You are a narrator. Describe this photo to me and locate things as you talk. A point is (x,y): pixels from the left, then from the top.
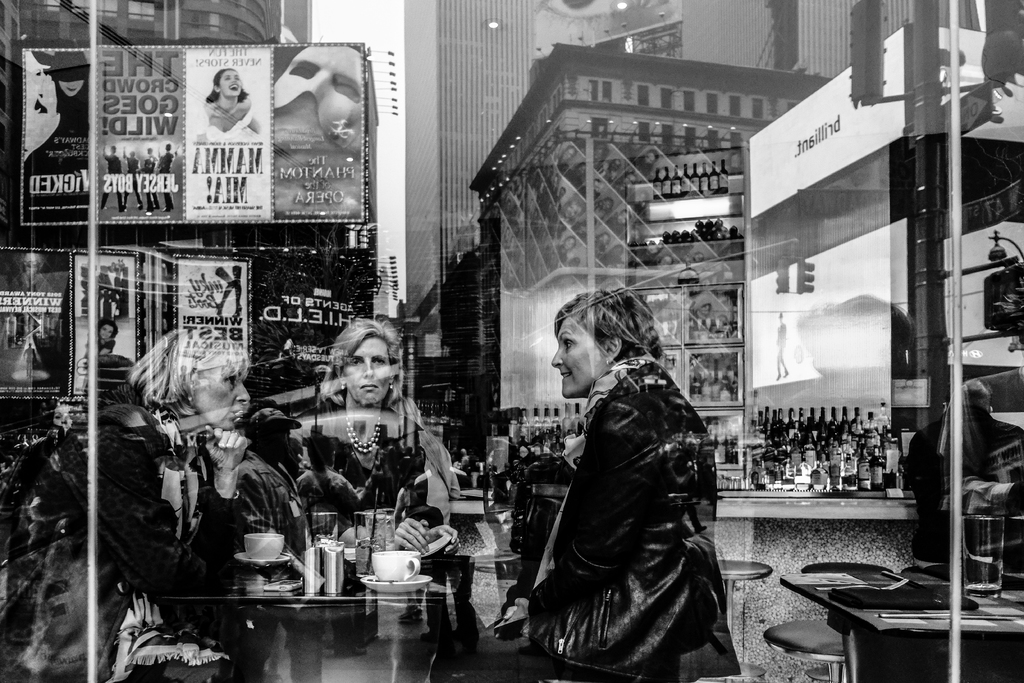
In the image we can see three persons (239,410) were sitting on the chair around the table (412,597). On table (230,595) we can see cup (378,564), saucer (409,583) and glasses (373,549). In the background (538,252) there is a building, banner (247,282), sign board (794,267) and wine bottles (848,437).
